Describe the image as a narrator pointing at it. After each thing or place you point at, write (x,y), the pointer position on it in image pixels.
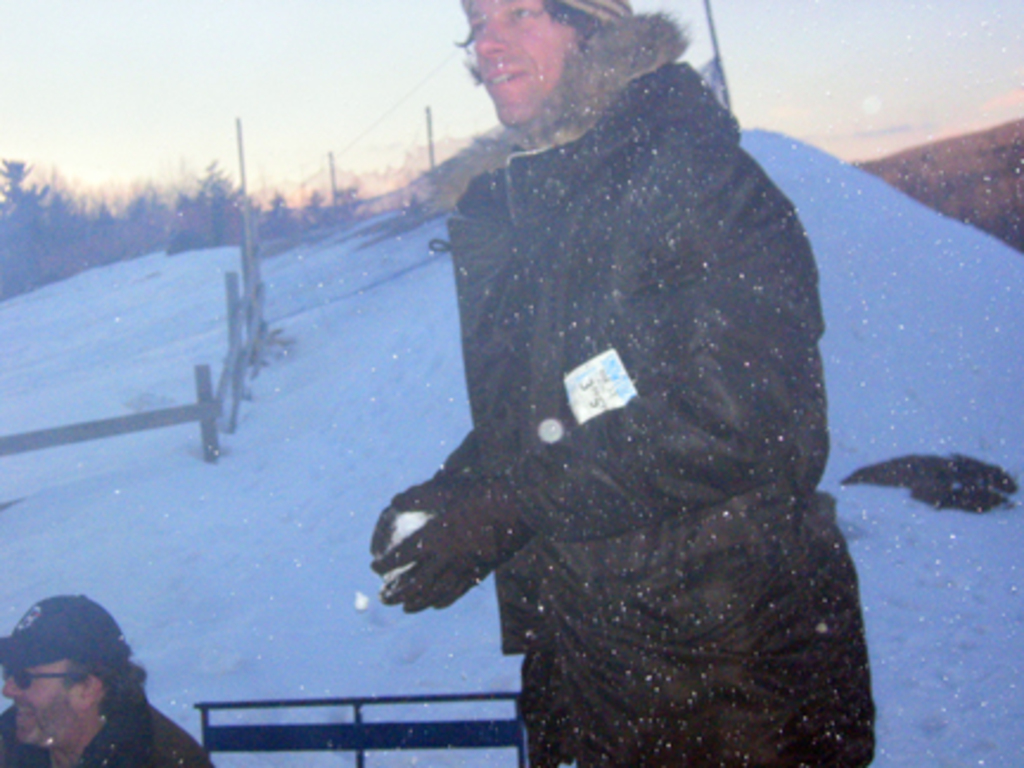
This image is taken outdoors. At the bottom of the image (946,668) there is snow (867,316). In the middle of the image (623,413) there is a man (650,338) and he is playing with snow (410,531). On the left side of the image (115,647) there is a man (41,710) and there is a fencing (253,291). In the background (17,259) there are a few trees (156,206) and plants (316,209). At the top of the image (311,78) there is a sky (783,45).
